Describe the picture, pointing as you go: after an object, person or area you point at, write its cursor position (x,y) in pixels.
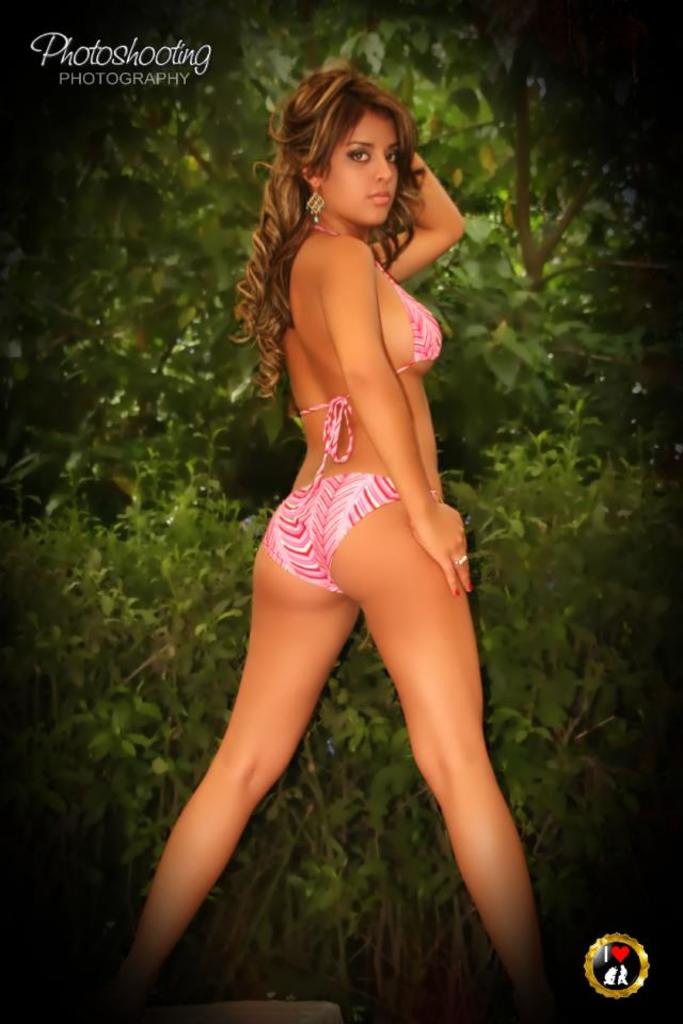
In this image I see a woman (327,430) who is wearing a bikini (305,515) which is of white and pink in color and I see the watermark (204,57). In the background (242,557) I see the green leaves (108,415) on the stems (185,655) and it is dark on the edges.
